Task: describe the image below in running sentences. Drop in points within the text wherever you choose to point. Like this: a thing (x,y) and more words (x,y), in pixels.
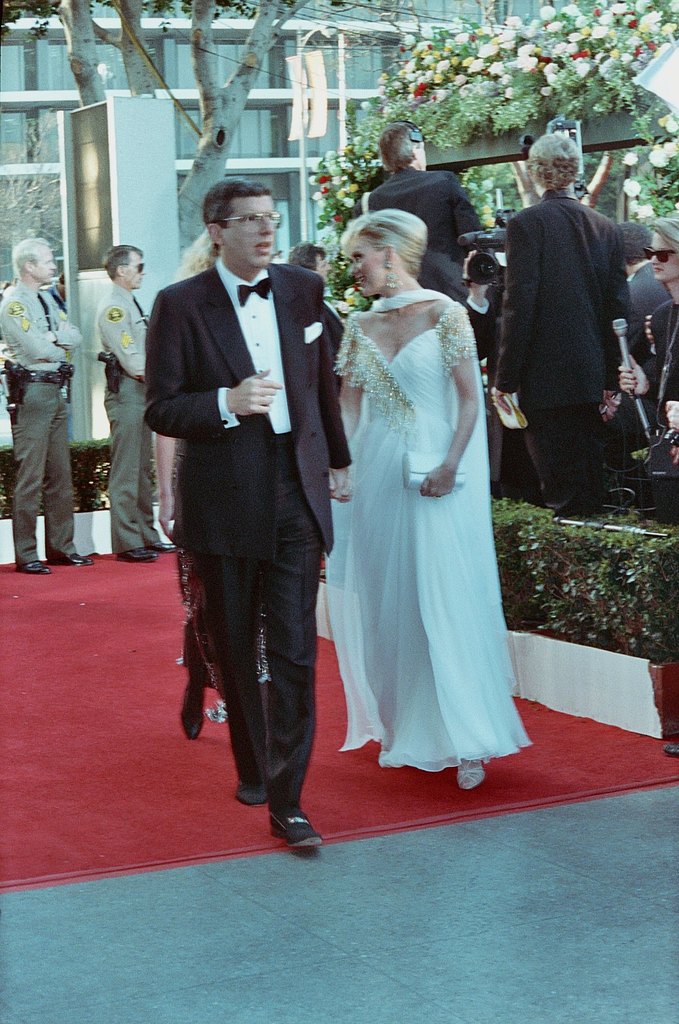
In this image, there are a few people (57,534). We can see the ground (94,764) with an object (84,773). We can see some plants (606,598) and flowers (542,32). We can see the glass building (362,32). We can also see a pole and the trunk (97,95) of the tree (139,34). We can also see a white colored object (148,225).
